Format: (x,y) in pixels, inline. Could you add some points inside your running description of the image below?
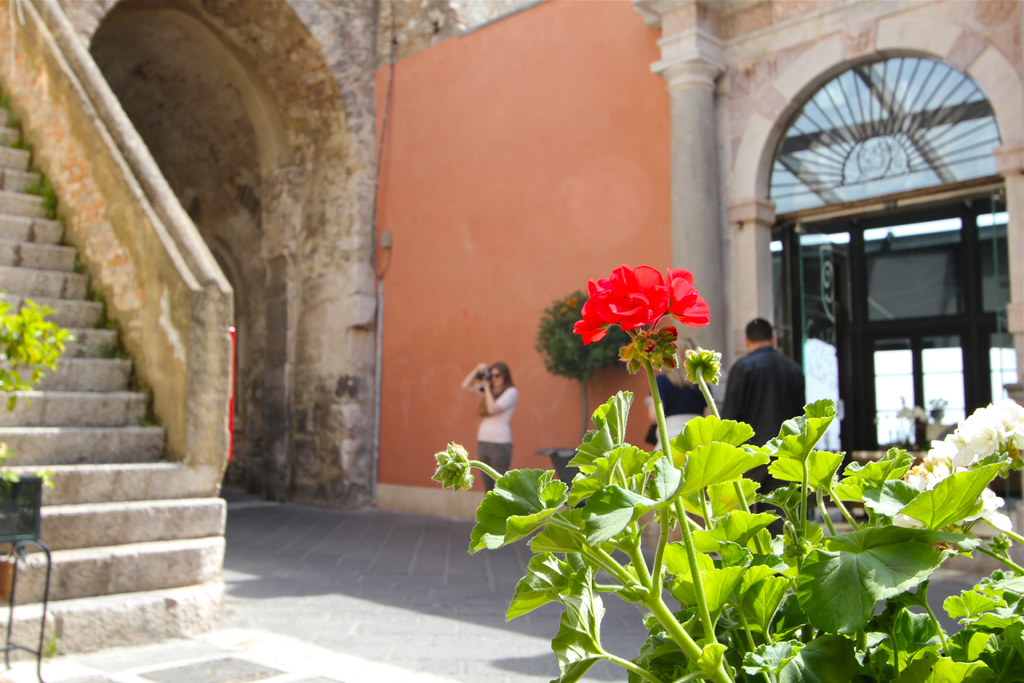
In this picture there are stairs (216,583) on the left side of the image (197,308) and there are people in the center of the image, there is a building (572,208) in the center of the image (552,255) and there are flower plants (619,409) in the image.
